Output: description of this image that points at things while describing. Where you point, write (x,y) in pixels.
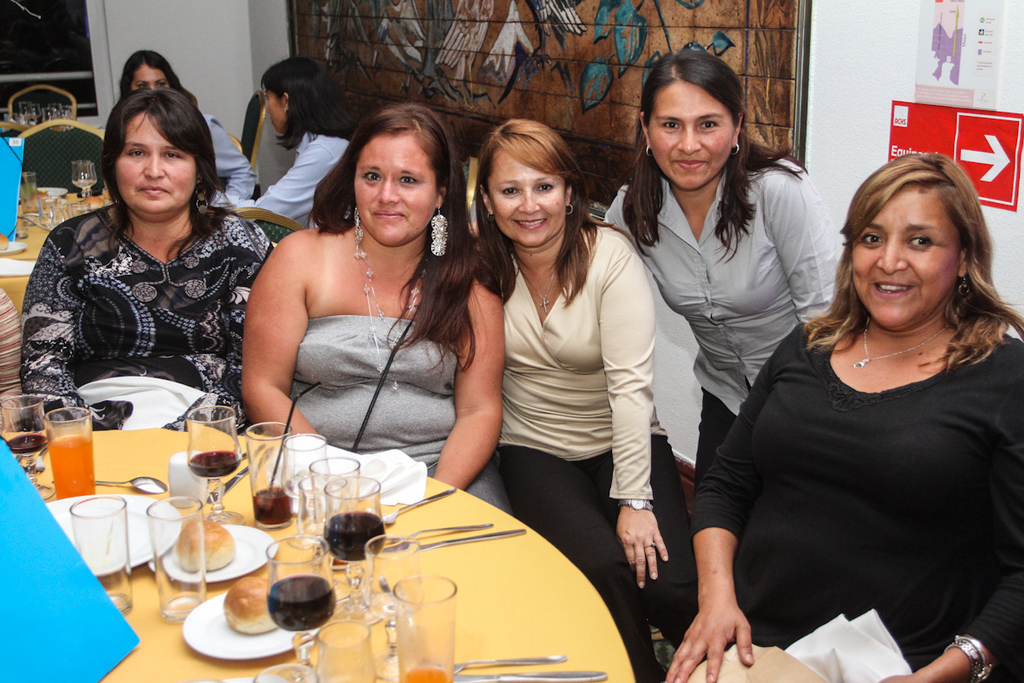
In the image we can see there are women (681,506) who are sitting on chair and in front of them there is a table (482,561) on which there are wine glass (333,585), spoon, plates (241,608), bun (241,617) and fork (457,672).
